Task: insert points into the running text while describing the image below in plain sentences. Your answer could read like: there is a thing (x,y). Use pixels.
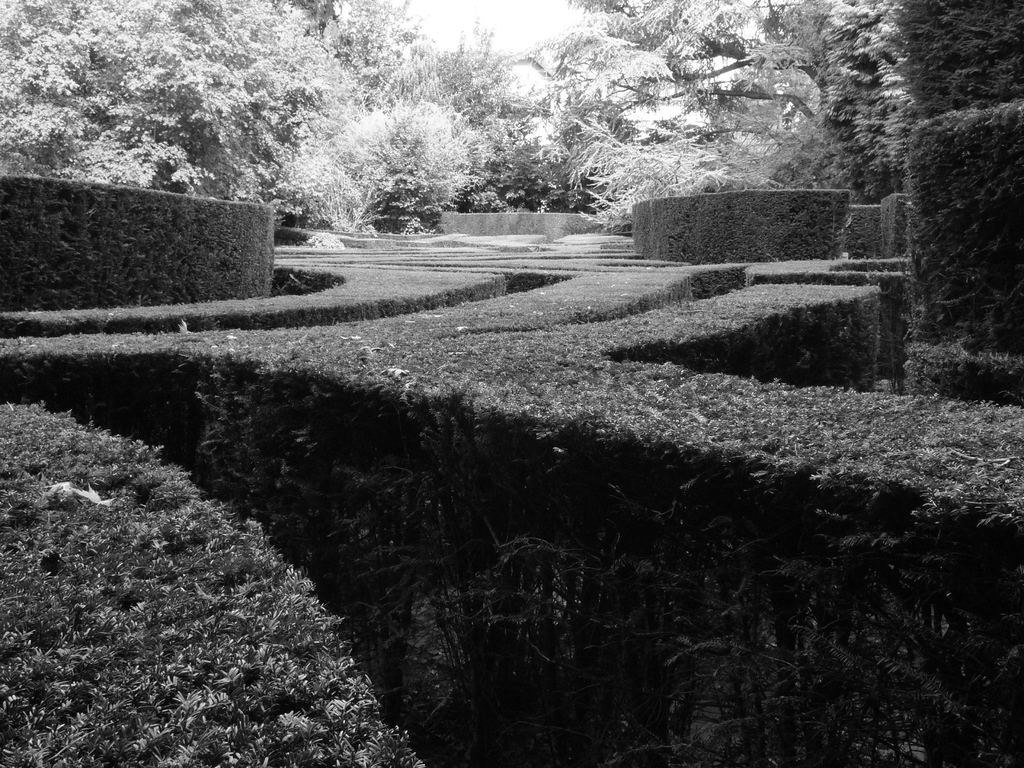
This is a black and white and here we can see hedges (316,268) and trees (462,134).
